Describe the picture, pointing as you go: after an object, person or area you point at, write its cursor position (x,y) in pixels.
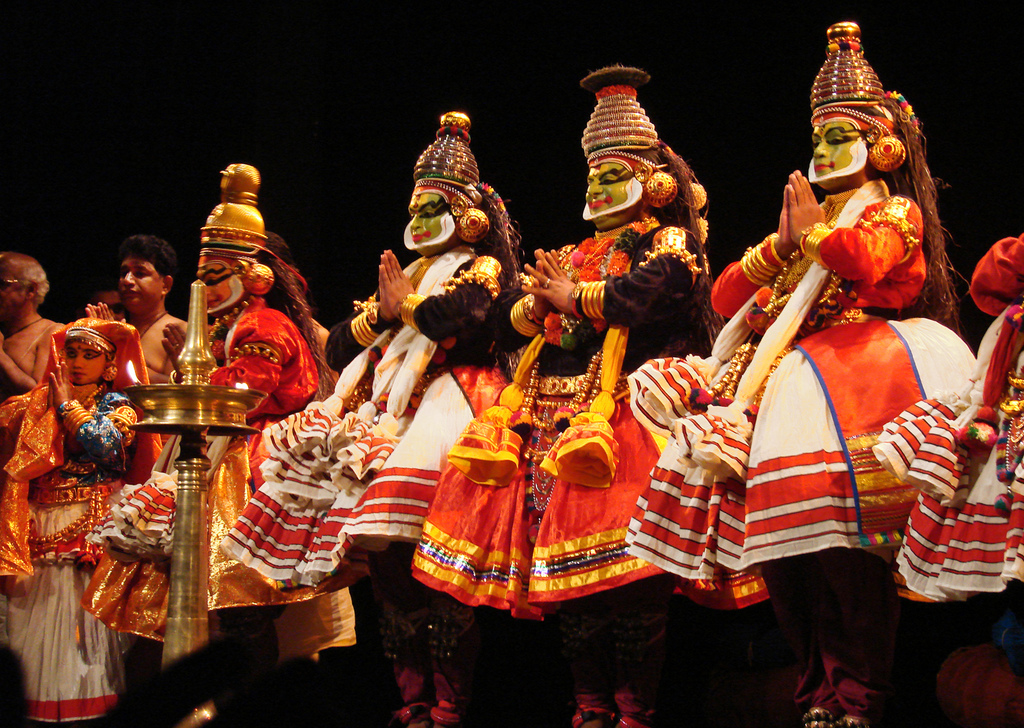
In this picture we can see a group of people (28,544) standing, lamp (193,284) and in the background (157,128) it is dark.
